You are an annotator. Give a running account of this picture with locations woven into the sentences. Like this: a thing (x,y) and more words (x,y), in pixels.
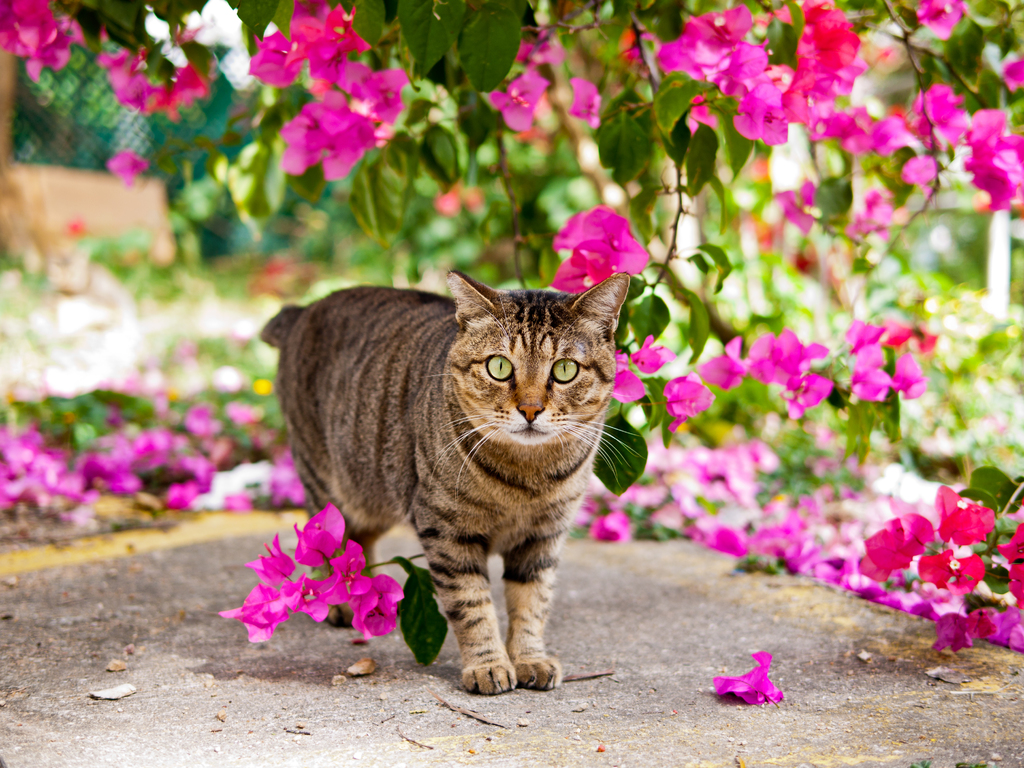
In the picture we can see a cat (544,569) standing on the path (617,714) and behind her we can see plants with pink color flowers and some flowers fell on the path (632,727).
